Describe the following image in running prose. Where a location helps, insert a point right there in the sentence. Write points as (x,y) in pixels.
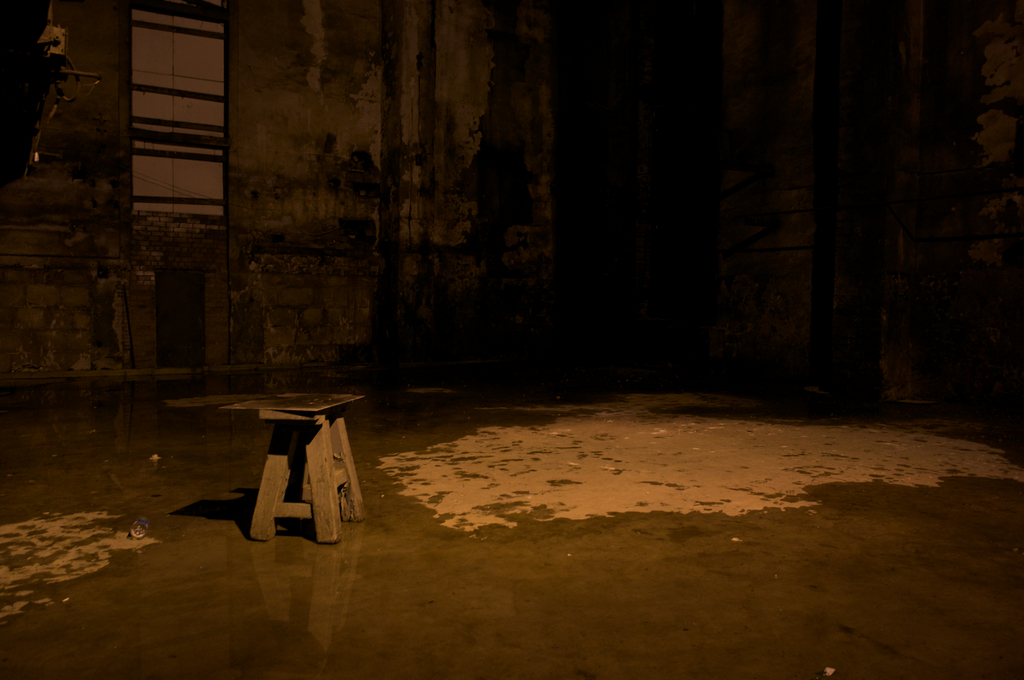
In this image in the center (353,399) there is one stool (290,474) and in the background (244,133) there is a wall (367,325), window (223,164) and at the bottom (248,469) there is a floor (616,574).
